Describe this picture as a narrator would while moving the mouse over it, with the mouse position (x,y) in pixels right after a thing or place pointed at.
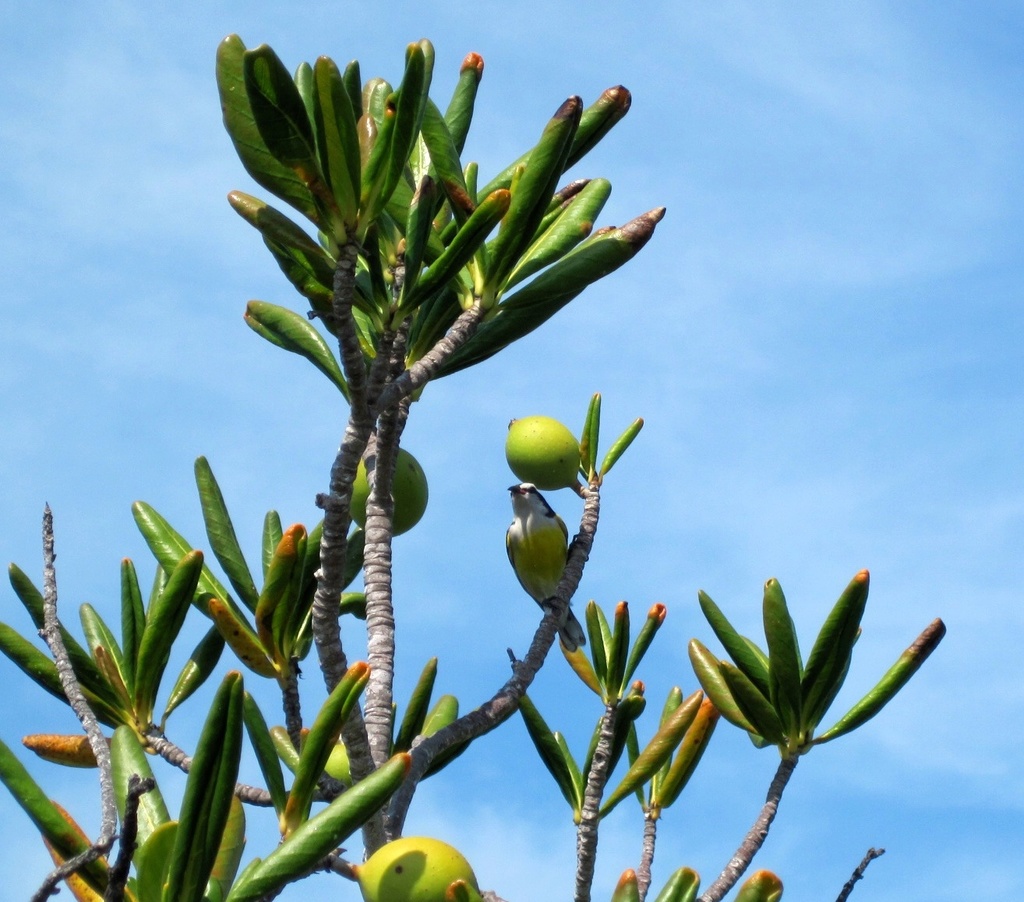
In this picture there is a bird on the plant (310,559) and there are fruits (358,477) and buds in the image.
